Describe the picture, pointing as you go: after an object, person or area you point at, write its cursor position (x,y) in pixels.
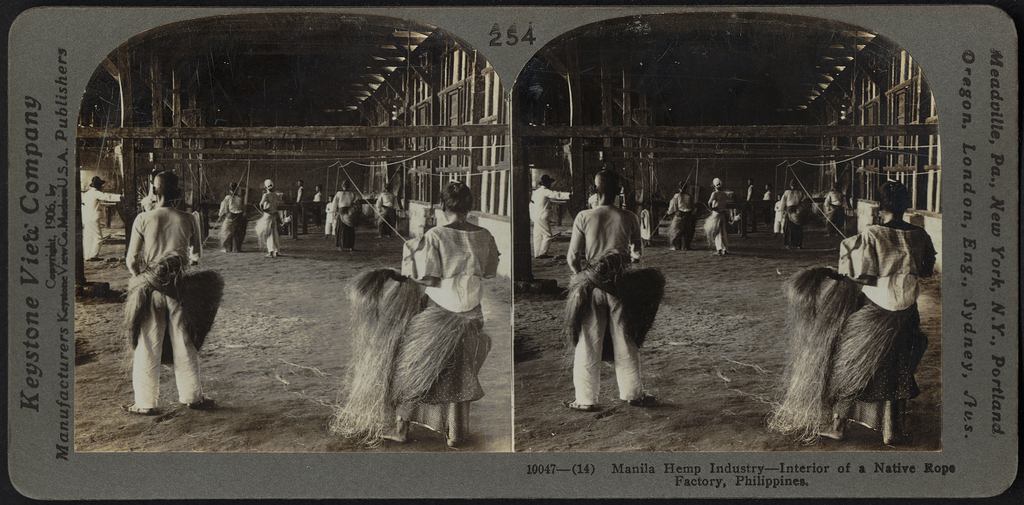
In this image, we can see similar pictures (483,370) and text (1004,274). In these pictures (461,371), we can see people (458,394), few things (365,312) and wooden objects (455,176).
